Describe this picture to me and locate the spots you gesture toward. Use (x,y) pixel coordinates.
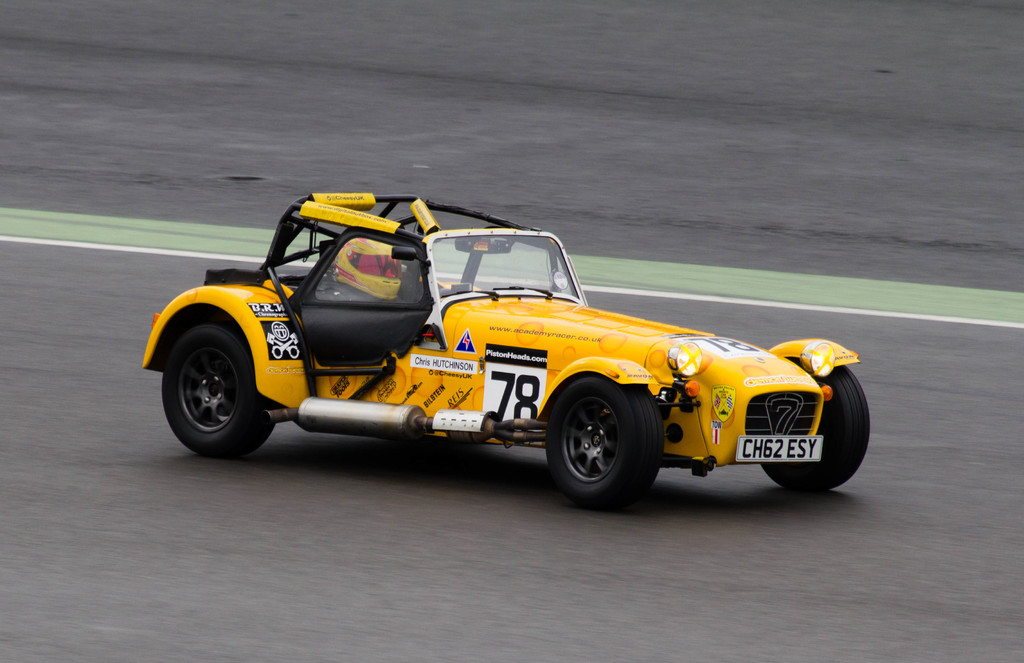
In the center of the image (409,278) we can see a racing car (512,374). At the bottom (488,496) there is a road (476,496).
